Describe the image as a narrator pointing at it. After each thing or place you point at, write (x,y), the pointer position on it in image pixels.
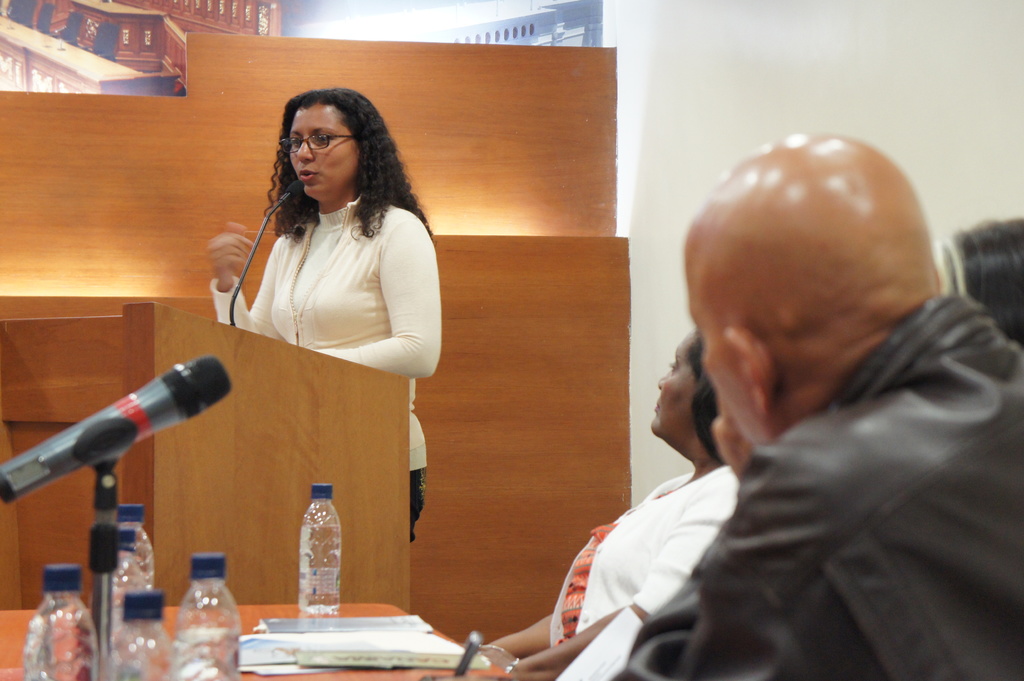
This image is clicked in a meeting room (257,207). A woman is talking near podium (329,471). There is also a mic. She is wearing white shirt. There is also a table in the middle of the image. There are bottles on the table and a book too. There are people (826,482) who are sitting near the table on the right side (789,496). Those people (822,495) are looking at the woman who is talking. There is also a mic (182,379) on the table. the woman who is standing is wearing specs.
